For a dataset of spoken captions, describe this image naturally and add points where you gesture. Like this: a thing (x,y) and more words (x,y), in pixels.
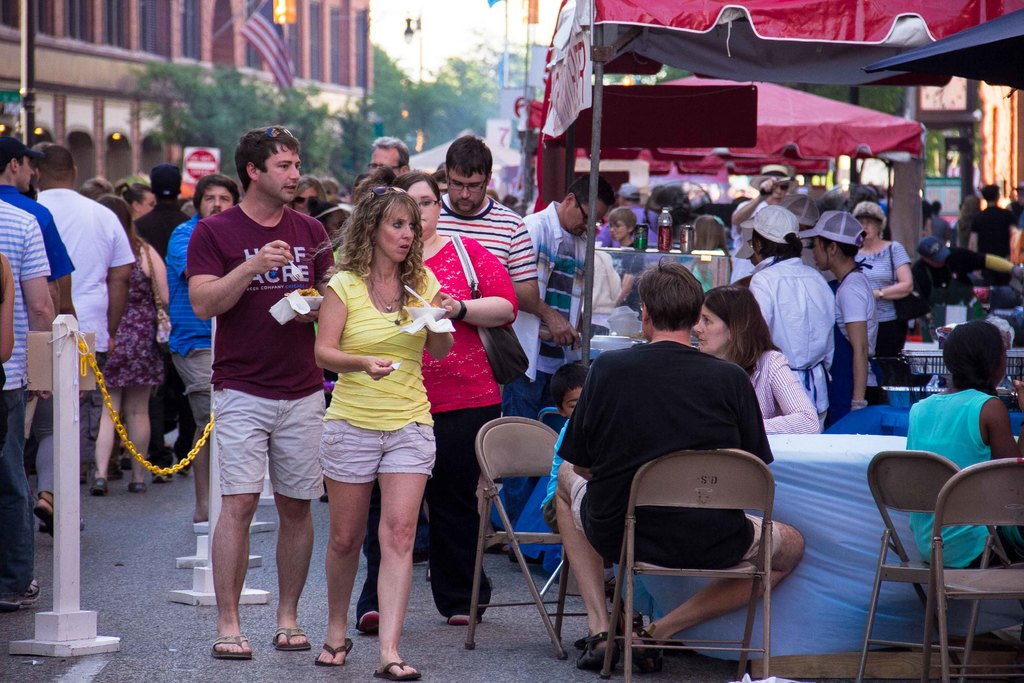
There are some persons (766,379) sitting in chairs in front of a table (809,450) beside them there are some persons (366,277) standing and holding some eatables (417,318) in their hand (373,365) and there are some group of people (90,211) standing behind them.
